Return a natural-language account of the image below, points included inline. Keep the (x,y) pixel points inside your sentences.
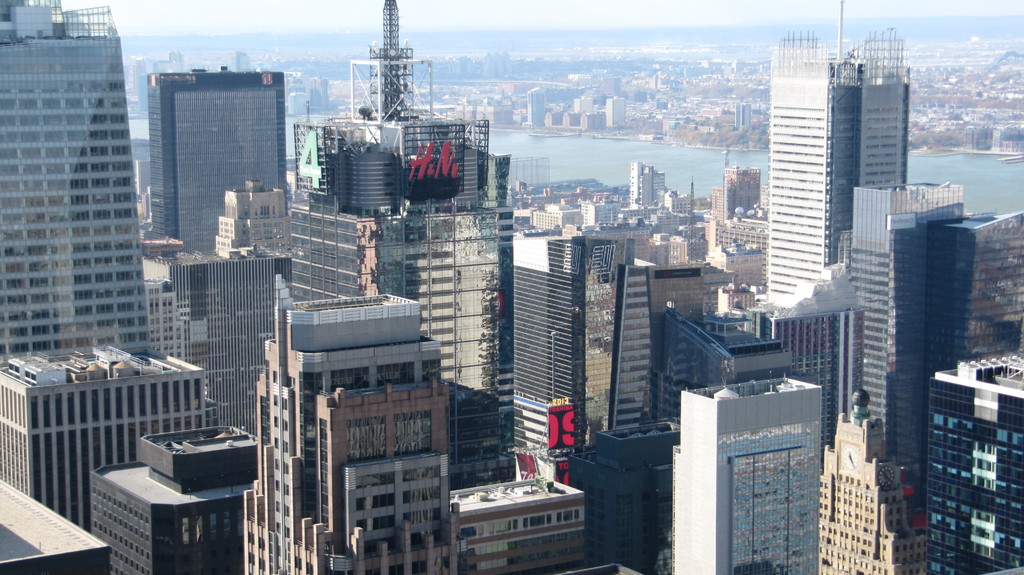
In the image we can see there are buildings (514,416) and these are the windows (383,498) of the buildings (461,484). We can see the water (590,161) and the sky (166,9).
